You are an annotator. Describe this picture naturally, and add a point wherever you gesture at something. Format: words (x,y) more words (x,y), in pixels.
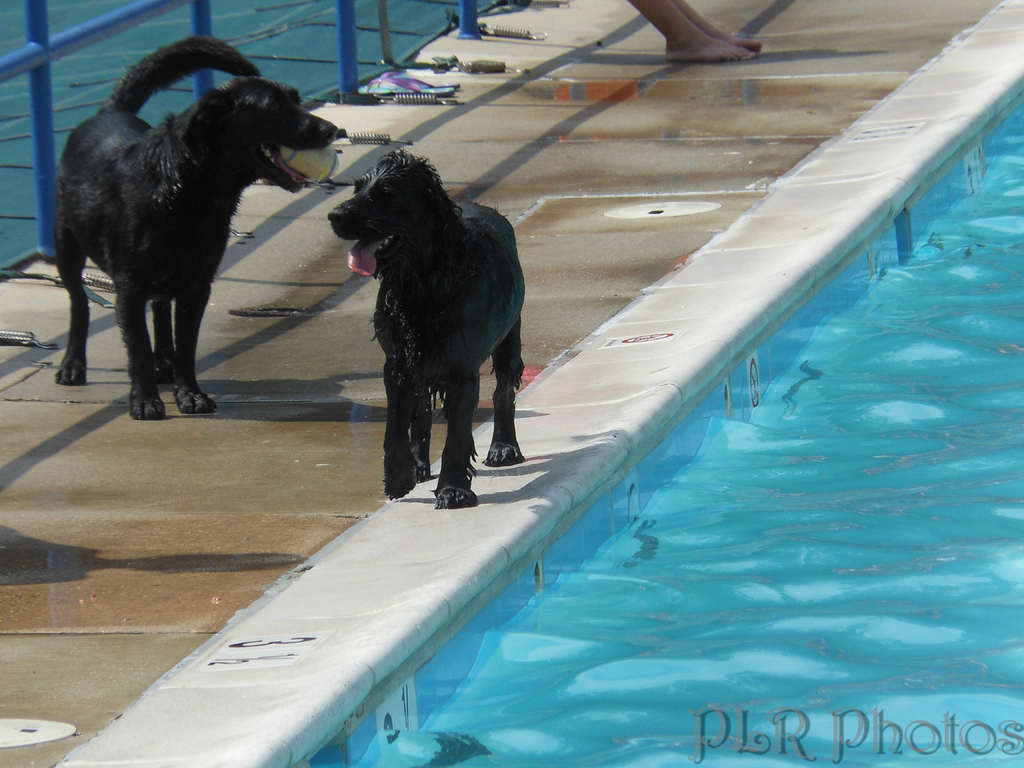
There are two black color dogs (213,281) are present on the left side of this image (154,255). We can see the legs (683,27) of a human (676,49) at the top of this image (676,49). There is a water (790,575) at the bottom of this image (744,657) and in the top left corner of this image (92,71).
